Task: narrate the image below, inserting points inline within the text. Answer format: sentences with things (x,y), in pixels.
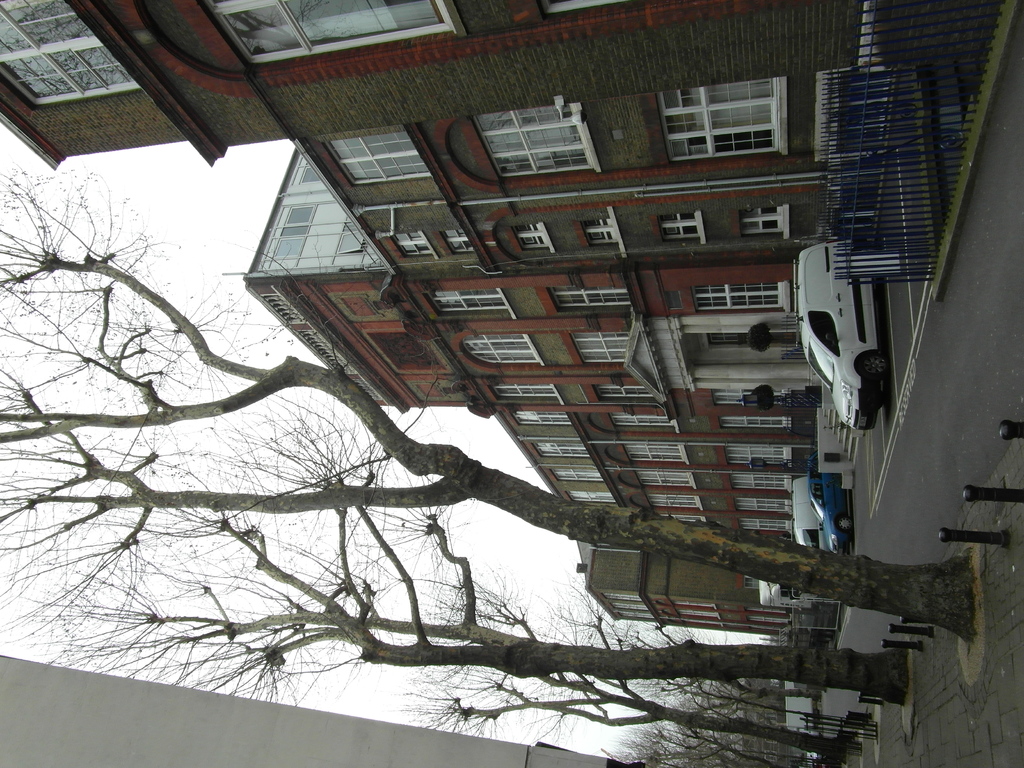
In this image there are buildings (449,307), railing (862,120) and some vehicles (834,372), plants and there are some roads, trees (965,569), pavement (934,635). And in the background (172,337) there is sky (252,493).
